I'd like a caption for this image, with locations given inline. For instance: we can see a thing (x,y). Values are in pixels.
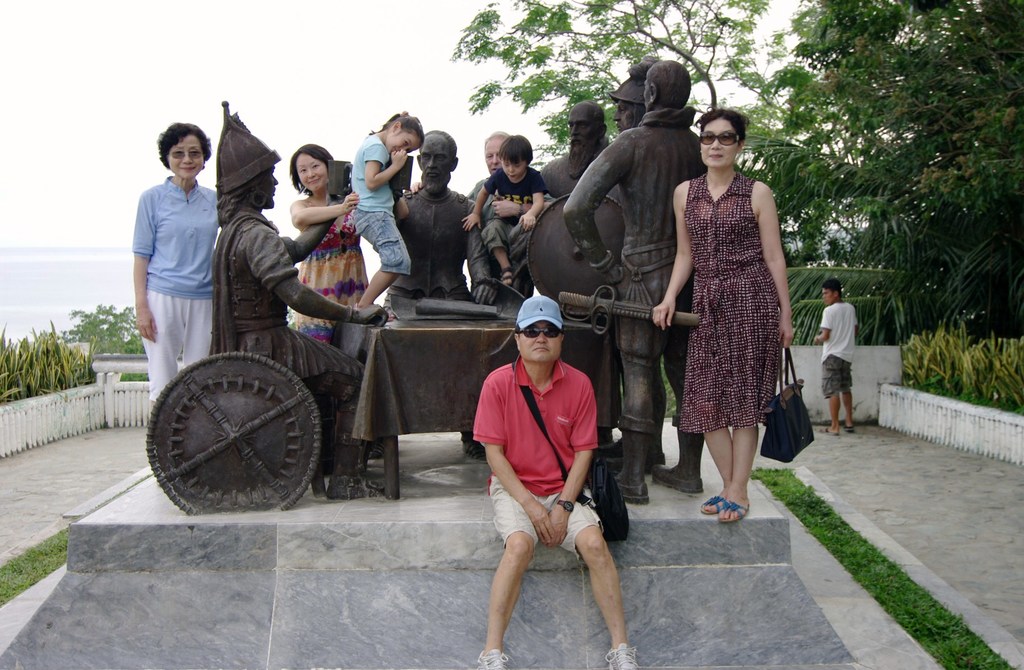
In this image, we can see some people (726,281) standing and we can see some statues (632,177), we can see the trees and there is a sky (188,26).
